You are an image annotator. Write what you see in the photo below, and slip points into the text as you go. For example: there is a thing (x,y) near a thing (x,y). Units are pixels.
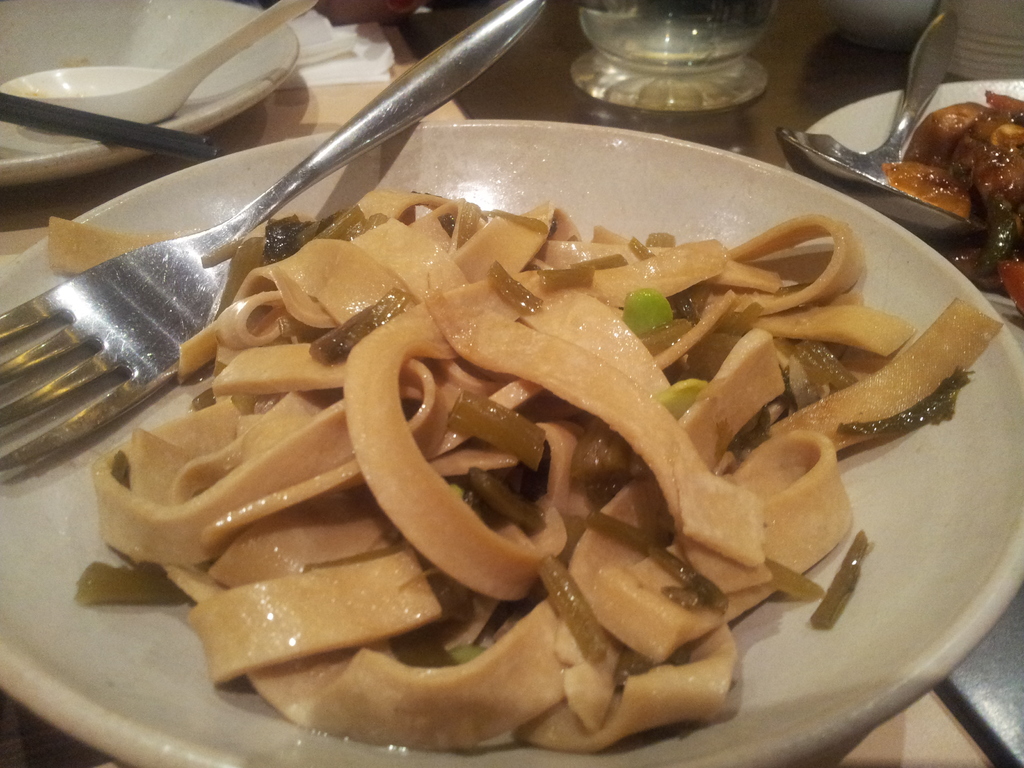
In this picture there is a plate (778,649) placed on the table (998,677). In the plate (330,196), there are noodles (281,285) and a fork (26,326). On the top (118,79), there is a plate (184,22) and a spoon (242,45). On the top right (701,66), there is a glass (737,81), a plate (938,98) with the food (958,156) and a spoon (898,191).
